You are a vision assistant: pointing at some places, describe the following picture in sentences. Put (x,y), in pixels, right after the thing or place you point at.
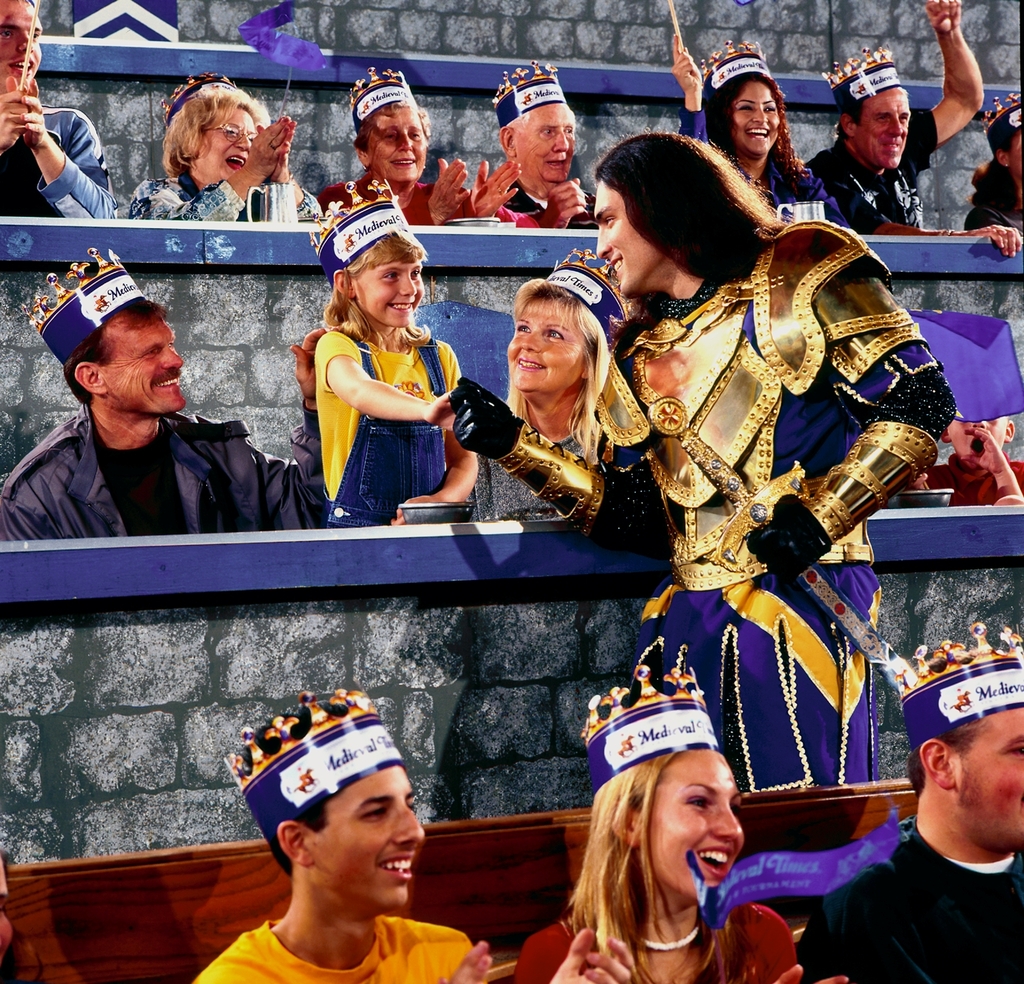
In the background (985,79) we can see the wall (638,55). In this picture we can see people (390,129) and cups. Few people (727,764) are holding objects (939,329) in their hands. In the middle portion of the picture (667,504) we can see a man (809,420) standing and holding the hand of a girl (428,381). They both are smiling.
